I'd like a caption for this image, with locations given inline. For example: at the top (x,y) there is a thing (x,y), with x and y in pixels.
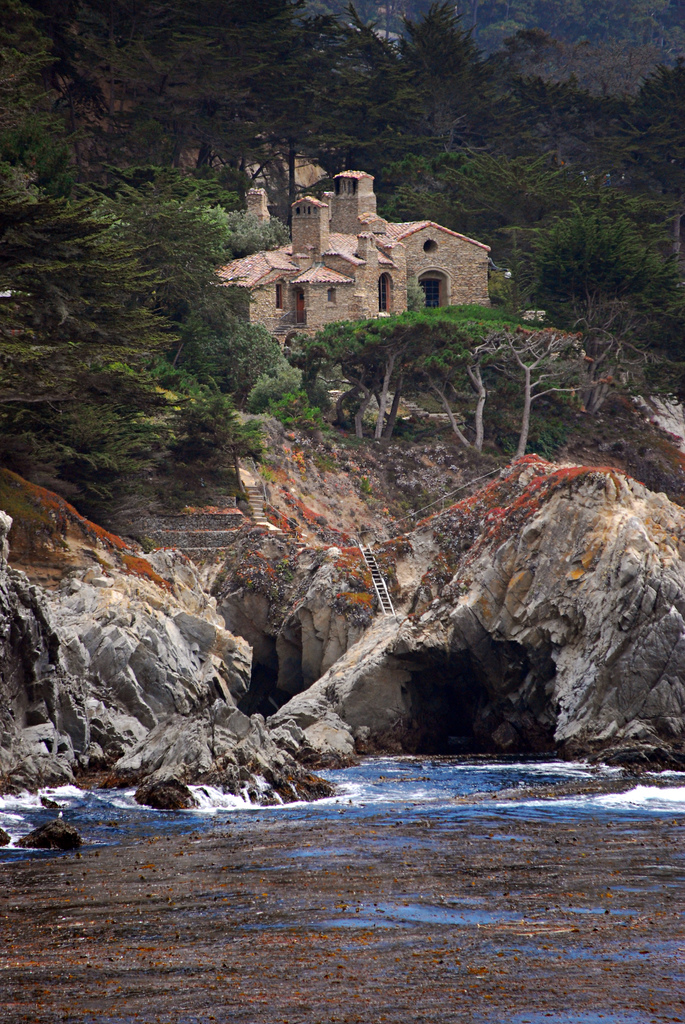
In this image at the bottom (326,933) there is an ocean (353,894), and in the background (261,590) there are some rocks (393,627), ladder (383,609), trees (360,390) and some houses (364,234) and plants (621,442).
